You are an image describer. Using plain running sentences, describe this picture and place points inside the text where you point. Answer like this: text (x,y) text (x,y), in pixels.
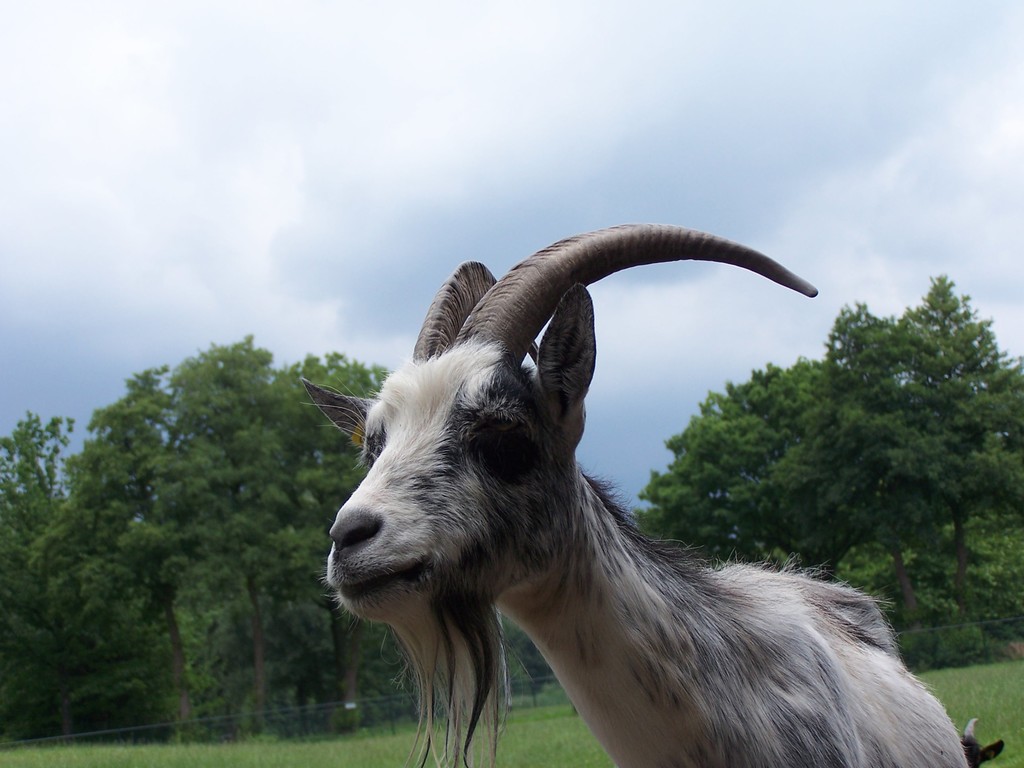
In this image I can see an animal (499,605) which is in white and black color. I can see two horns (546,289) to an animal (727,608). It is on the ground (377,752). In the back (736,436) there are many trees (856,420), clouds (487,210) and the blue sky (487,210).
